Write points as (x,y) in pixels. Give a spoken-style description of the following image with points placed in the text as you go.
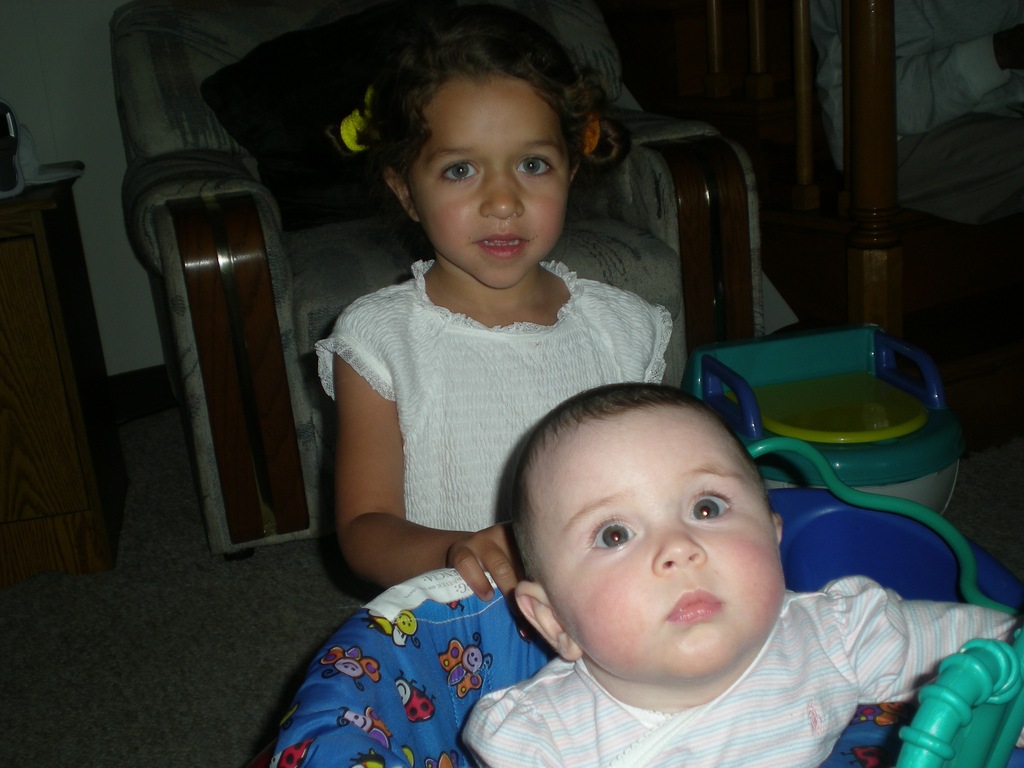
This picture is clicked inside. In the foreground (581,670) there is a kid (739,672) wearing white color dress (737,719) and sitting on the chair (476,670) and we can see a girl (478,277) wearing white color t-shirt (482,337) and standing on the ground (122,675). In the background (328,457) we can see the couch (206,240) and many other objects (883,340) placed on the ground (168,591). On the left (52,224) there is a wooden cabinet (13,427). On the right (876,80) there is a pillar (865,30).
